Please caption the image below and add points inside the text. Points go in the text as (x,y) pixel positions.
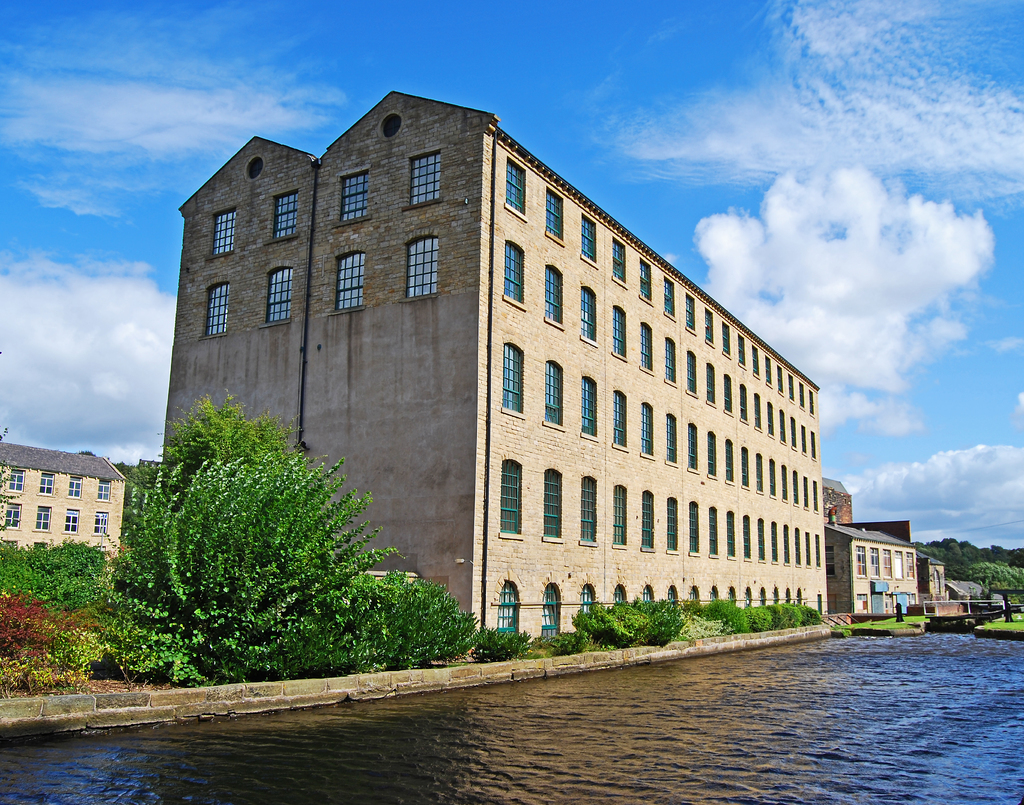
In the image there is a water surface (927,638) in the foreground (188,746) and behind that there are plants (320,595) and buildings (411,470) and on the right side (951,540) beside the buildings (417,554) there are trees (951,566).
